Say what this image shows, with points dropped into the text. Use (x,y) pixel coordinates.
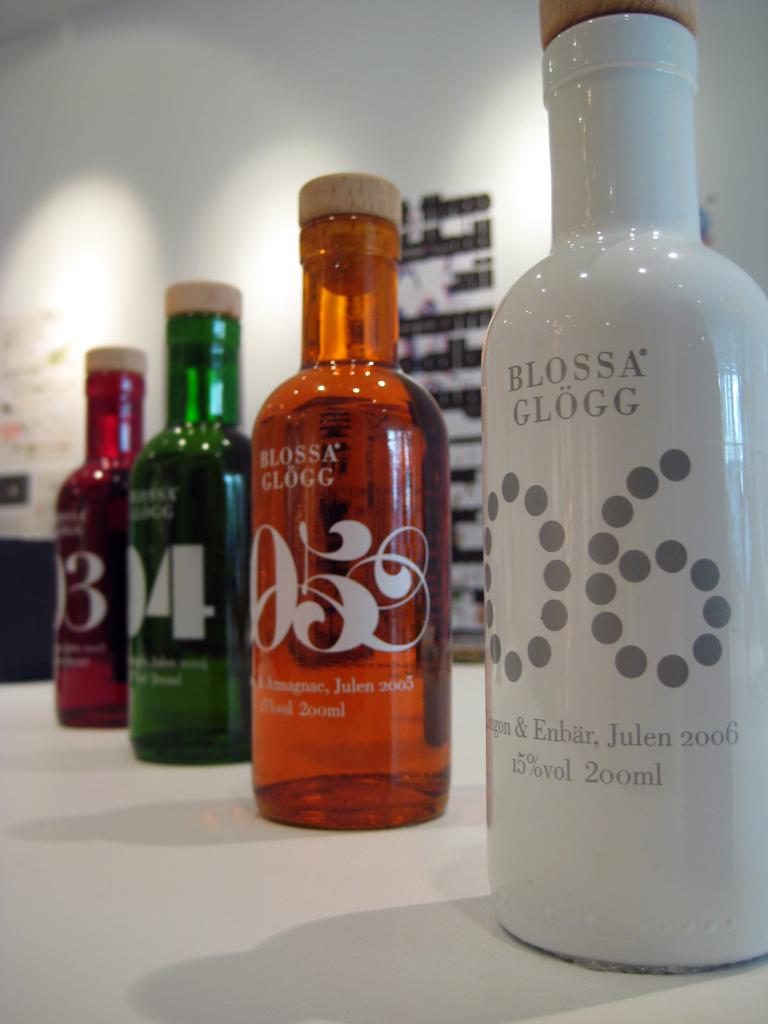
In this image I can see four bottles (347,538) on the table (298,900).
